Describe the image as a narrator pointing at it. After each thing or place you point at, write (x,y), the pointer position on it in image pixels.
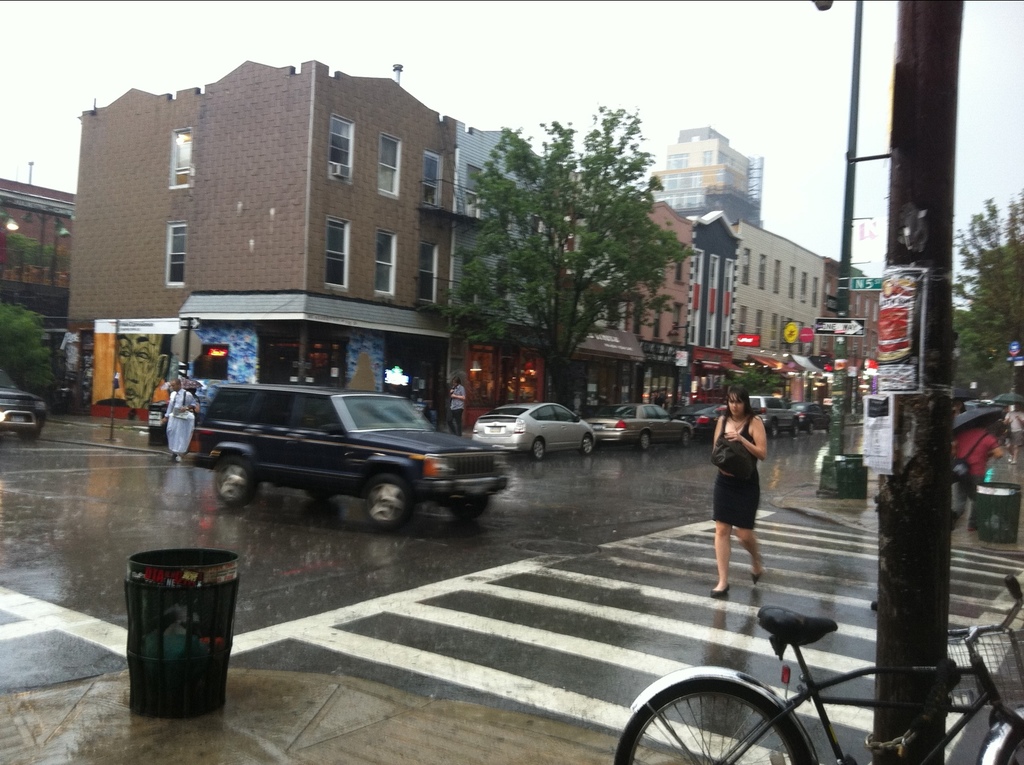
This image is clicked on the road (681,558). There is a woman (748,536) walking on the zebra crossing (667,559). There are vehicles (484,430) moving on the road (576,461). Beside the road (681,528) there are walkways (513,727). There are dustbins (192,606), poles (934,515), sign board poles (846,250), cycles (671,673) and a few people (962,458) walking on the walkway (493,714). In the background (390,258) there are buildings (403,243). There are boards (158,330) with text (745,339) on the walls (768,334) of the building (784,327). In front of the buildings (194,304) there are trees (626,297). At the top (460,19) there is the sky (566,29). It is raining in the image.
